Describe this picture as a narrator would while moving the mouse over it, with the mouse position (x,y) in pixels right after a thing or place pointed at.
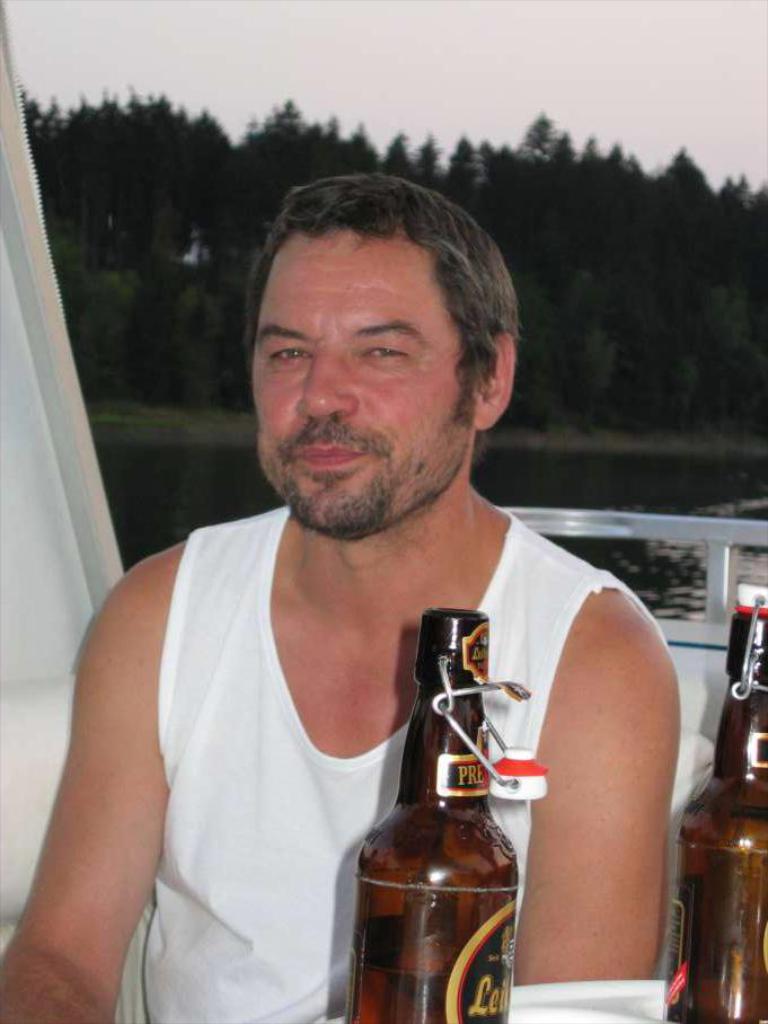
A man (218,896) travelling in the boat (12,744) who is posing for the picture who wore a white color sleeveless tank top (297,921) and has two bottles (426,819) in front of him and also some trees (734,237) behind him on the shore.
